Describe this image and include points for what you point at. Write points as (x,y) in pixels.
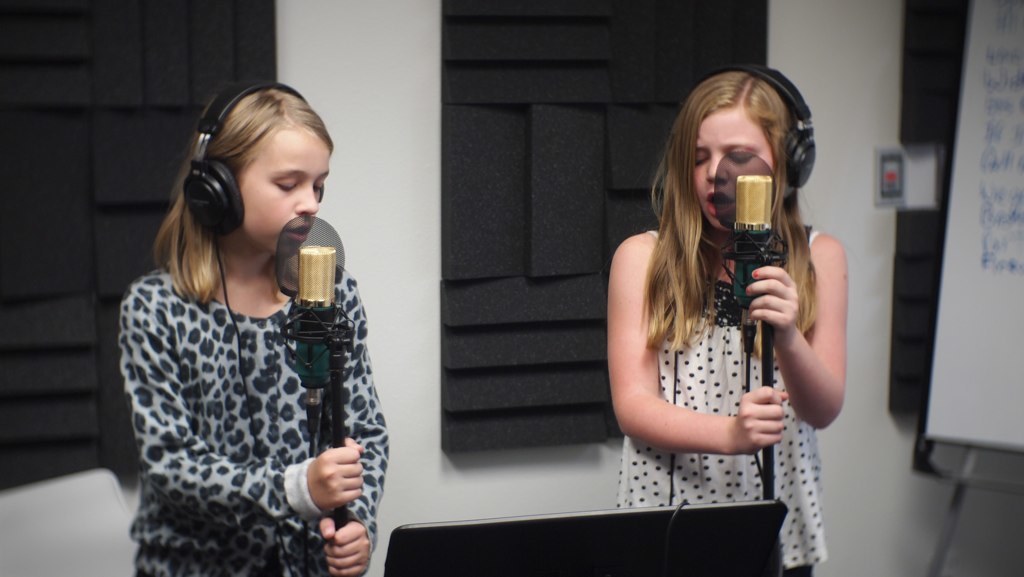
In this picture we can see two girls (290,311) are singing with the help of microphone (311,311), and they wearing a headphones (201,201) over the ears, in the background (357,158) we can see a wall (885,116) and a notice board (992,262).
